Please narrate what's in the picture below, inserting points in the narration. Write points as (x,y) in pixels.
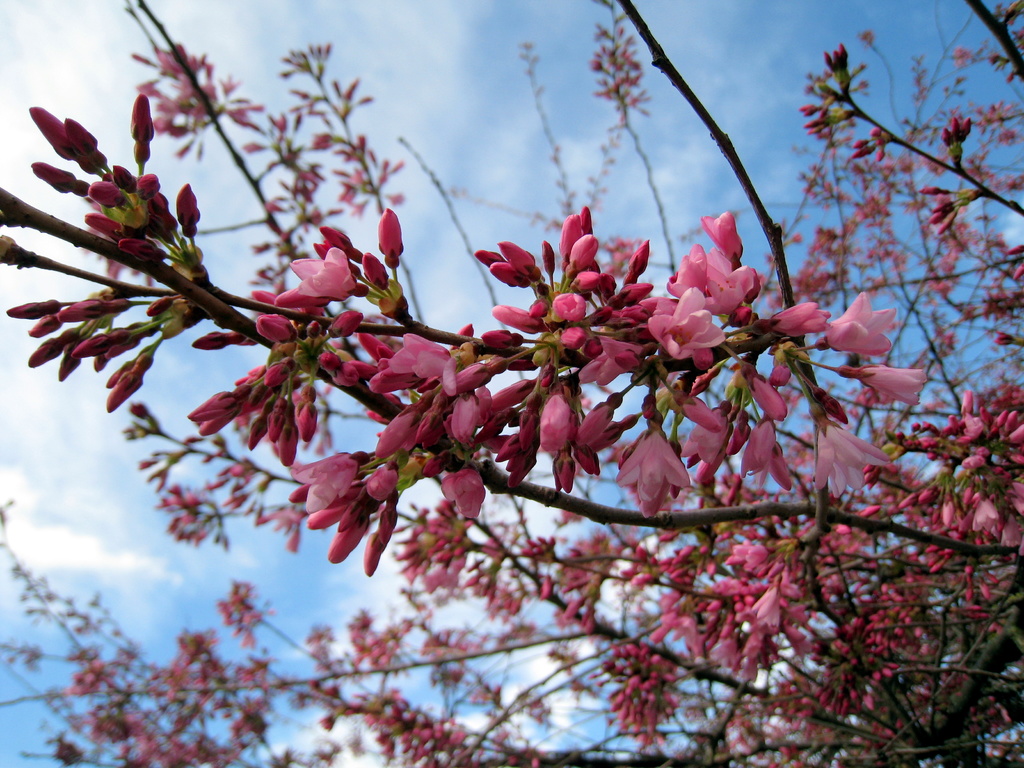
In this image I can see in the middle (473,484) there are pink color flowers (694,419) and buds (560,426). At the top (505,82) it is the cloudy sky (499,127).
